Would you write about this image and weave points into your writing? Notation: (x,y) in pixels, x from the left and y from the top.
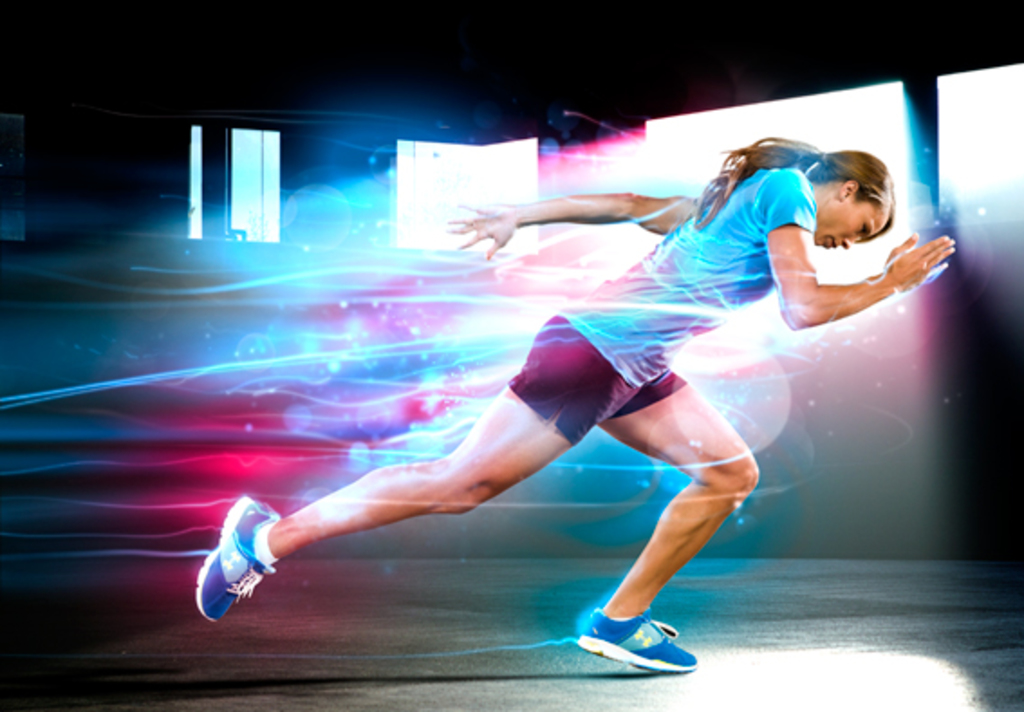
It's a graphical image, in this a woman (832,308) is running, she wore a blue color t-shirt (712,301) and a black color short (589,367).
